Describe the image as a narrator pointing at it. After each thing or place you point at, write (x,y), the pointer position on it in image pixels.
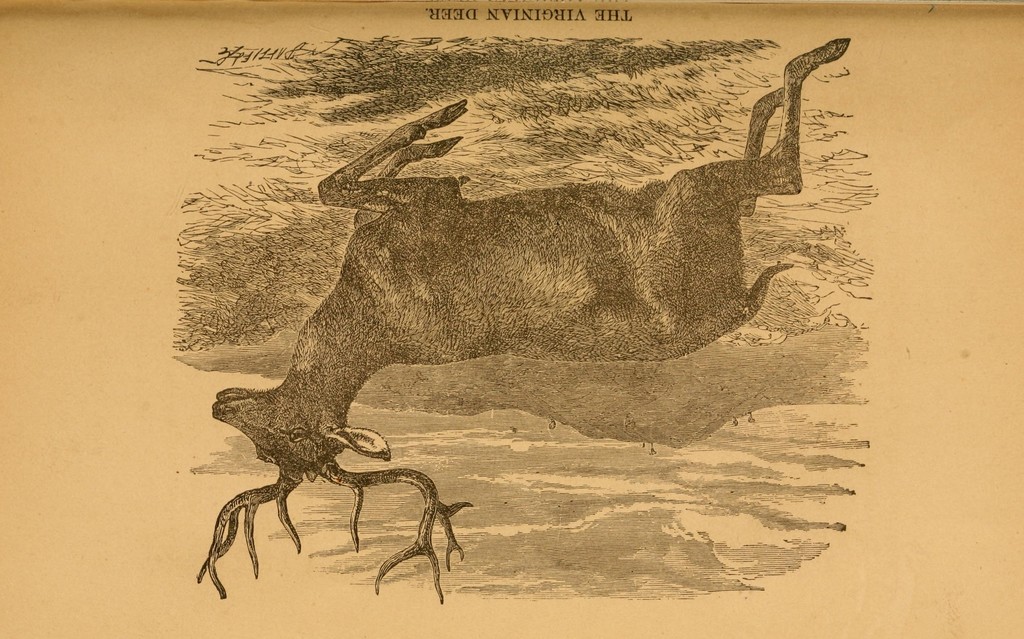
In this picture there is a sketch (480,278) of a deer (435,274) in the image.
